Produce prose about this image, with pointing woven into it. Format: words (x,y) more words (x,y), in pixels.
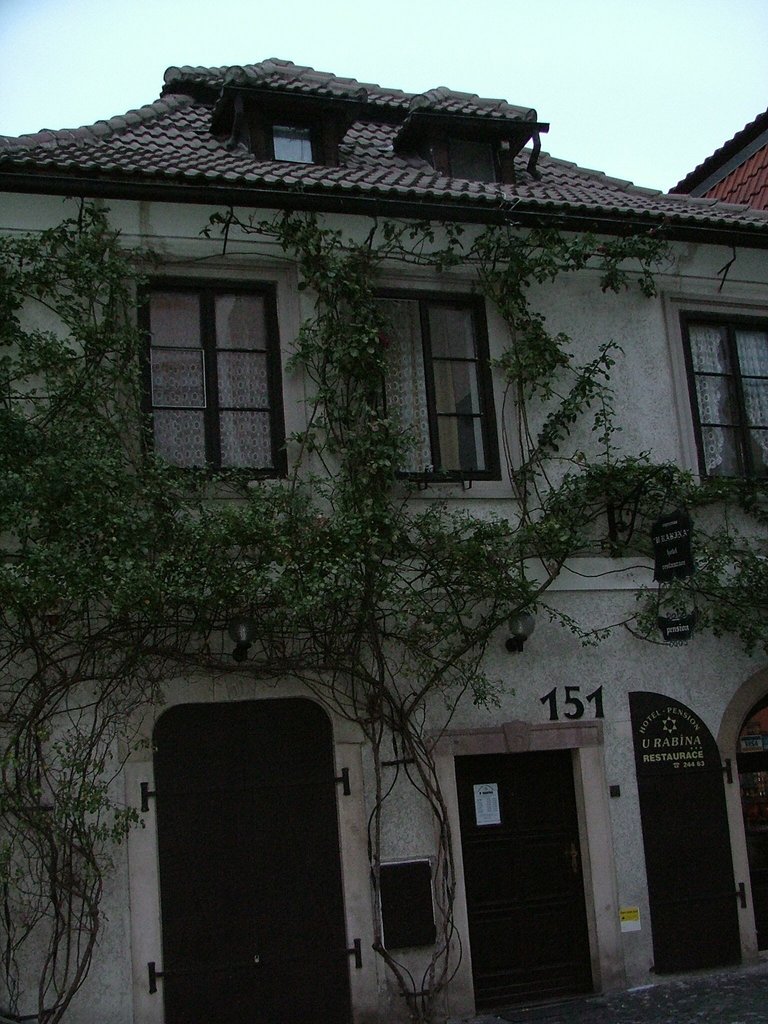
The picture consists of buildings (383,1003) and plants (16,605). At the top (201,48) we can see sky (391,78).
